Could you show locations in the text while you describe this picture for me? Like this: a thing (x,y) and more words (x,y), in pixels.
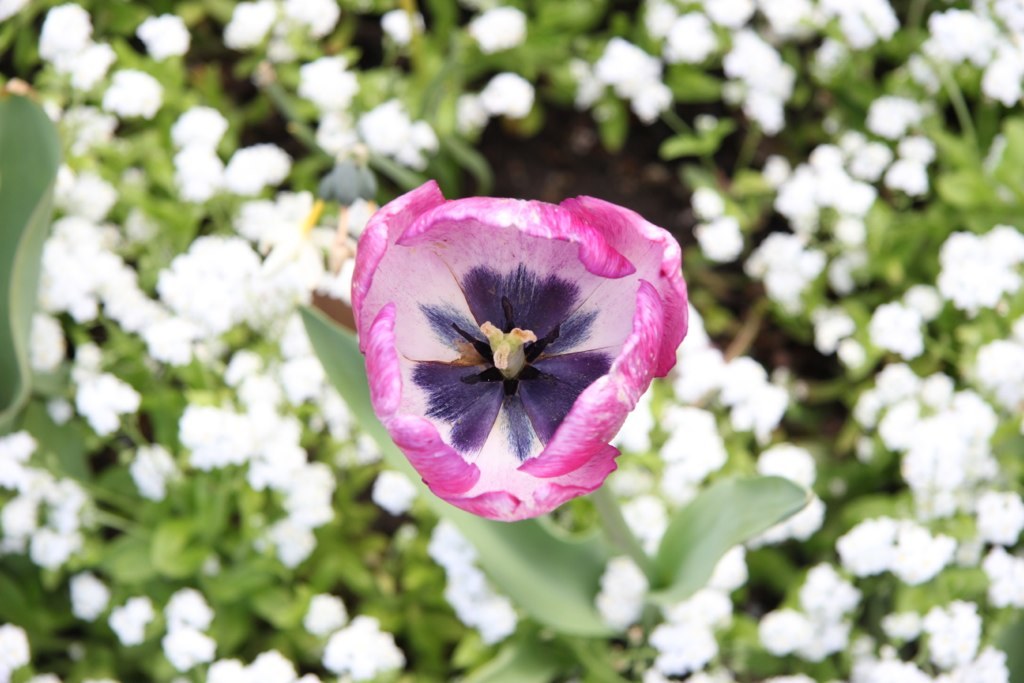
In this image, we can see some plants (741,403) with flowers (1006,537). We can also see a pink colored flower (544,390). We can also see an object (36,191) on the left (22,295).
